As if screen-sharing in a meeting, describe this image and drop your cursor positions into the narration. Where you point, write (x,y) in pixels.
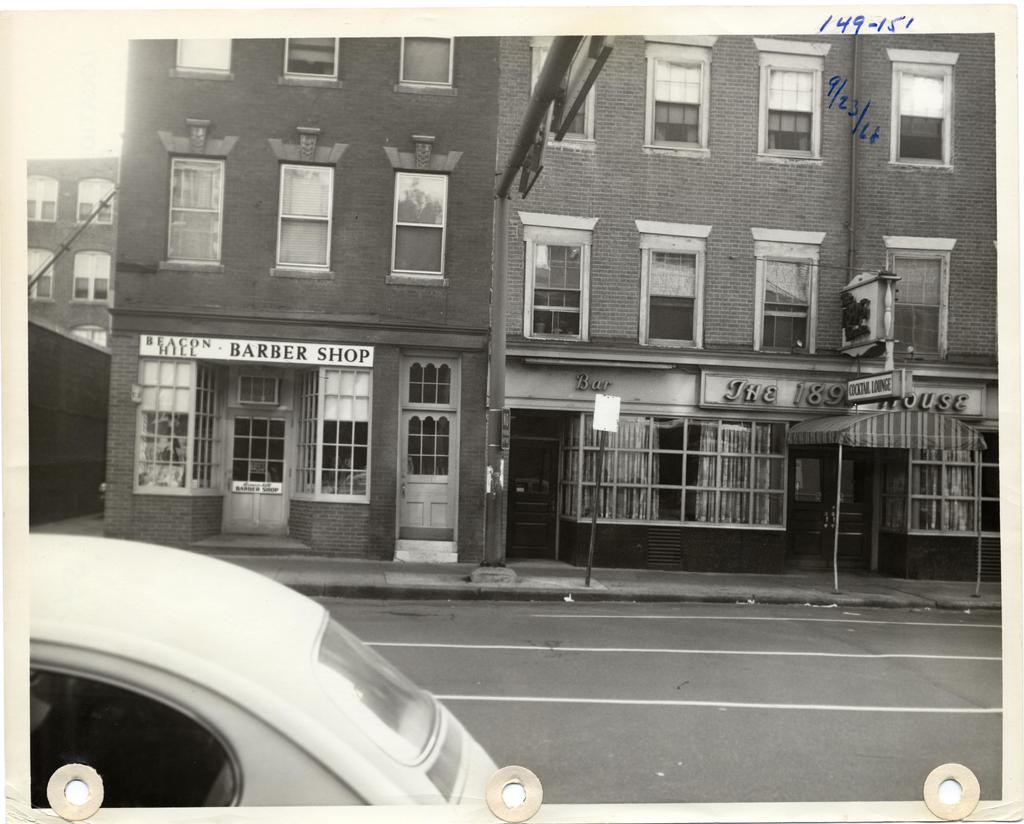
In this picture we can see a photo (549,185) and on this photo (723,781) we can see the road (552,667), vehicle (305,618), footpath (873,578), poles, name boards (231,345), buildings (342,397) with windows (371,382) and some objects (956,430).
